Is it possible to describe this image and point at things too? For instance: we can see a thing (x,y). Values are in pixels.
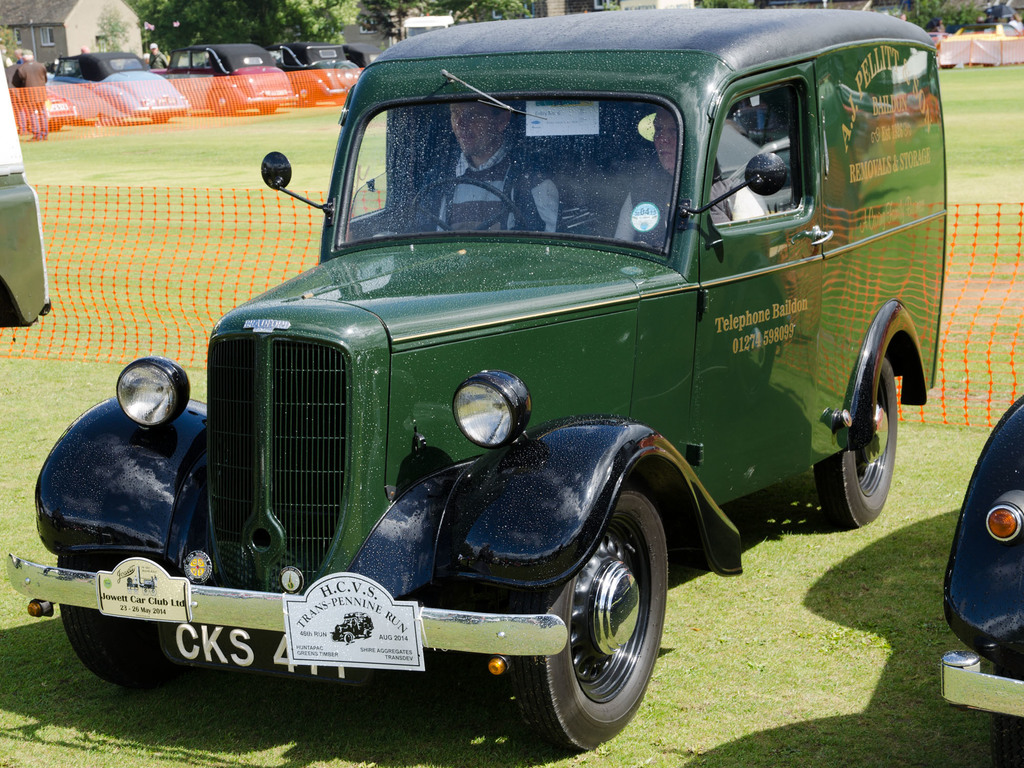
In this image we can see motor vehicles (434,385) on the ground (308,138). In the background (19,44) we can see buildings (37,44) and trees (362,2).
